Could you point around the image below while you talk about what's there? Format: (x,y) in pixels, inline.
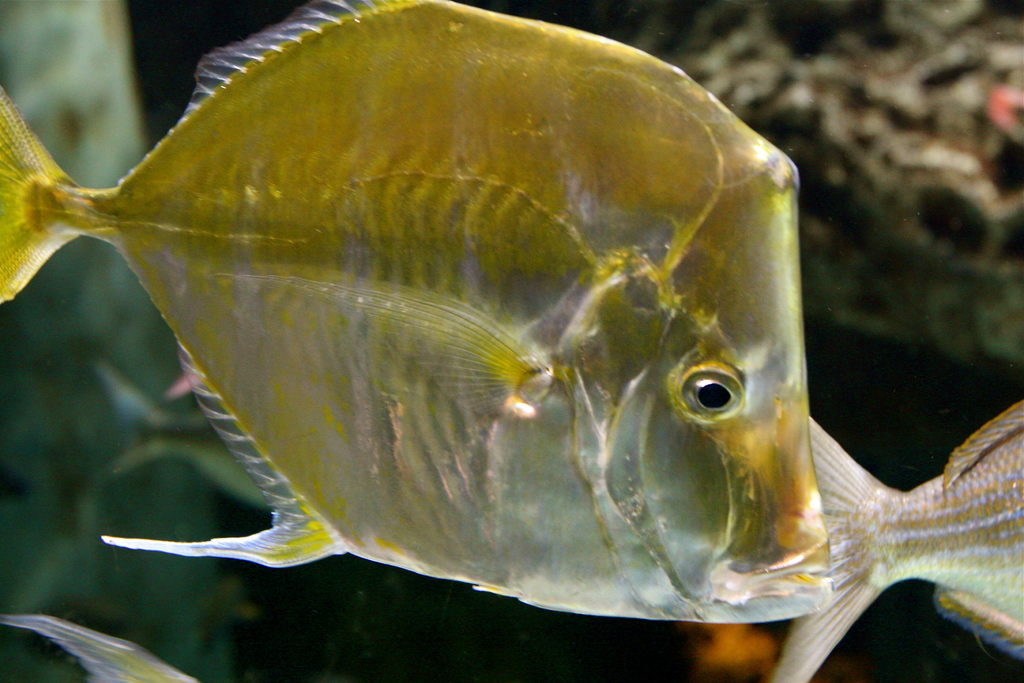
In this picture I can see the fish (544,257), and there is blur background (87,20).
